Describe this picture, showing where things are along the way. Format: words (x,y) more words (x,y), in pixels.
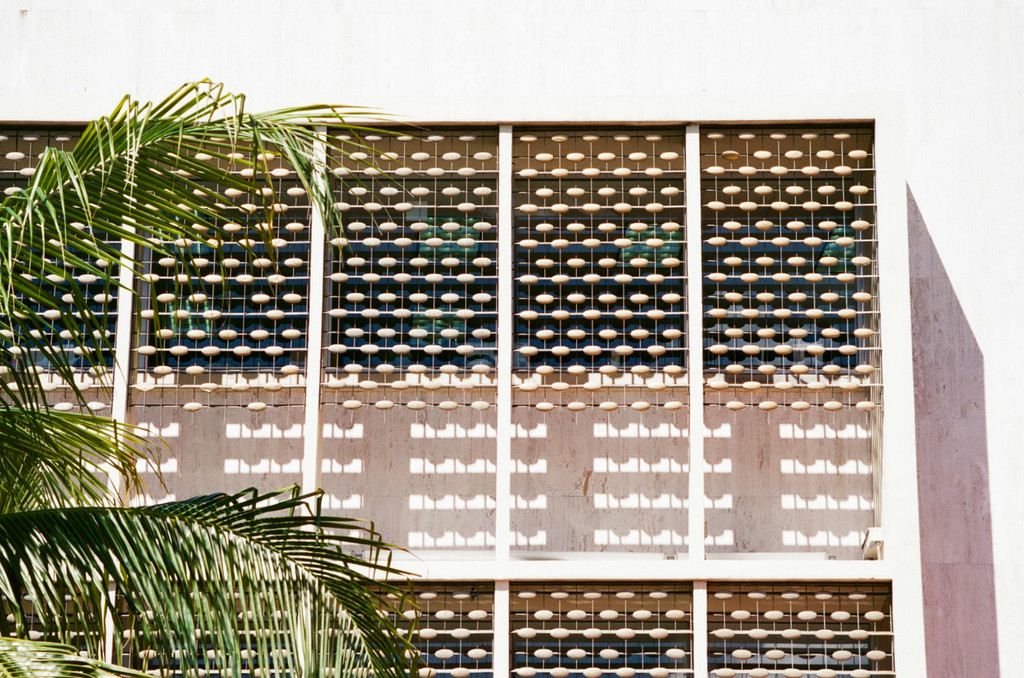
In this image, we can see building (644,471), walls (675,460), grille (882,657), and glass objects (865,648). On the left side of the image (45,533), we can see the tree (102,241).
